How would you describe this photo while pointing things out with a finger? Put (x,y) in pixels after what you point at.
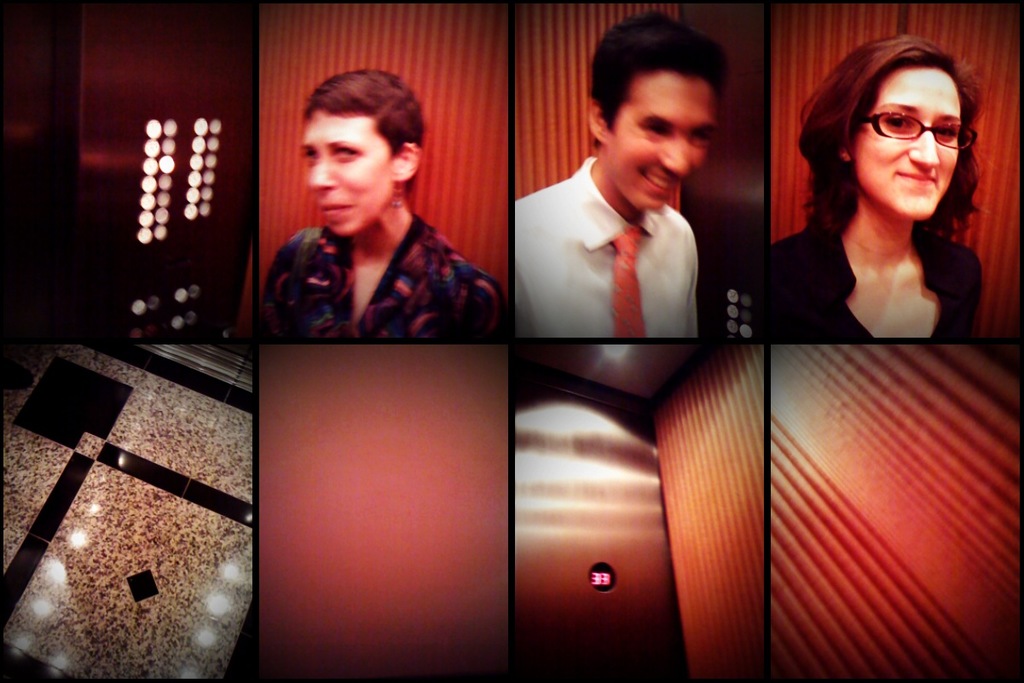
Here this picture is an collage image, in which we can see lift (224,236), buttons (199,159), floor (211,437), door (644,544) and people (358,168) standing in the lift (747,306) and are smiling over there.
